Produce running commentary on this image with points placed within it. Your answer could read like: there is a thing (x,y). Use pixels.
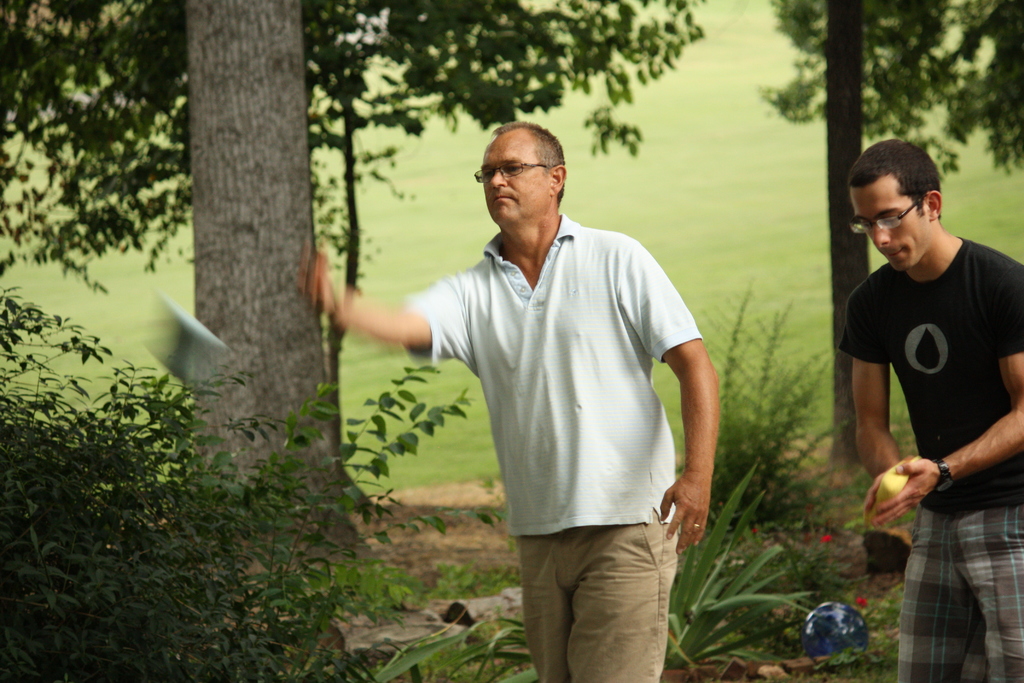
In this picture there is a man (528,352) wearing white color t-shirt (622,472) and brown color pant (600,578) standing in the image. Beside there is a another man (963,475) wearing black t-shirt (954,427) looking down. In the background (261,111) there are some trees (224,245) and green lawn (700,199).
